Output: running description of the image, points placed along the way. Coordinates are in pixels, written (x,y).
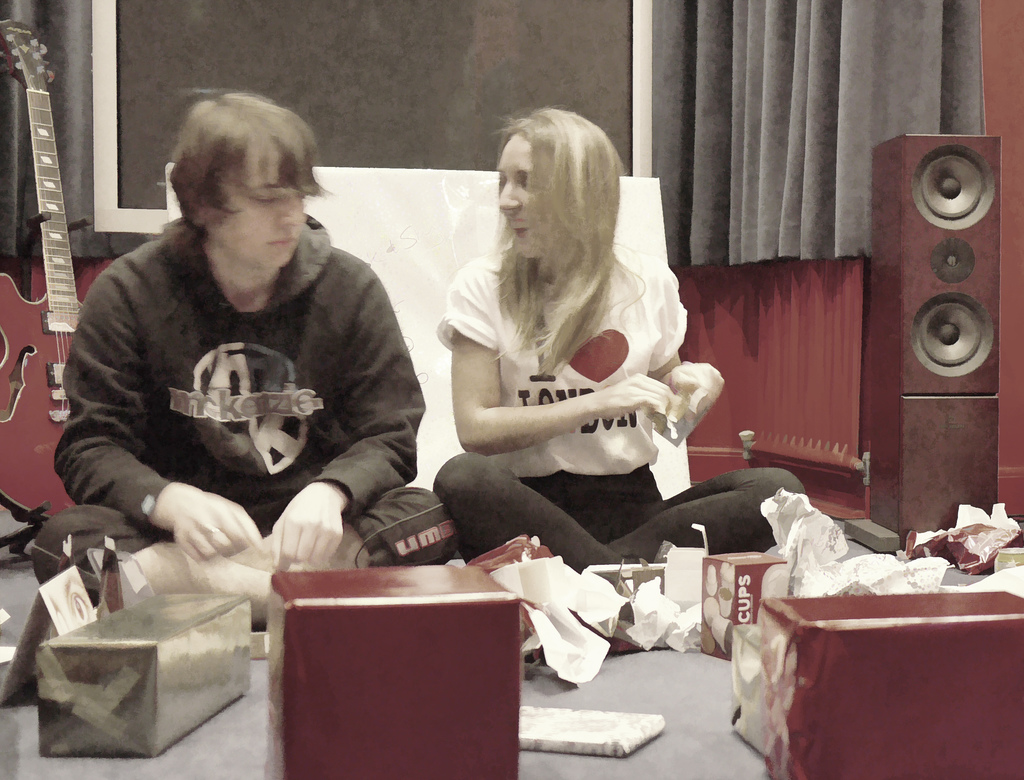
In this image we can see a man (291,174) and a woman (720,544) sitting on the floor (693,687). Here we can see boxes (1003,728), papers (532,613), guitar (39,82), speaker (936,372), and other objects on the floor (65,764). In the background (146,9) we can see a screen (468,91), curtain (892,7), and wall (105,262).
